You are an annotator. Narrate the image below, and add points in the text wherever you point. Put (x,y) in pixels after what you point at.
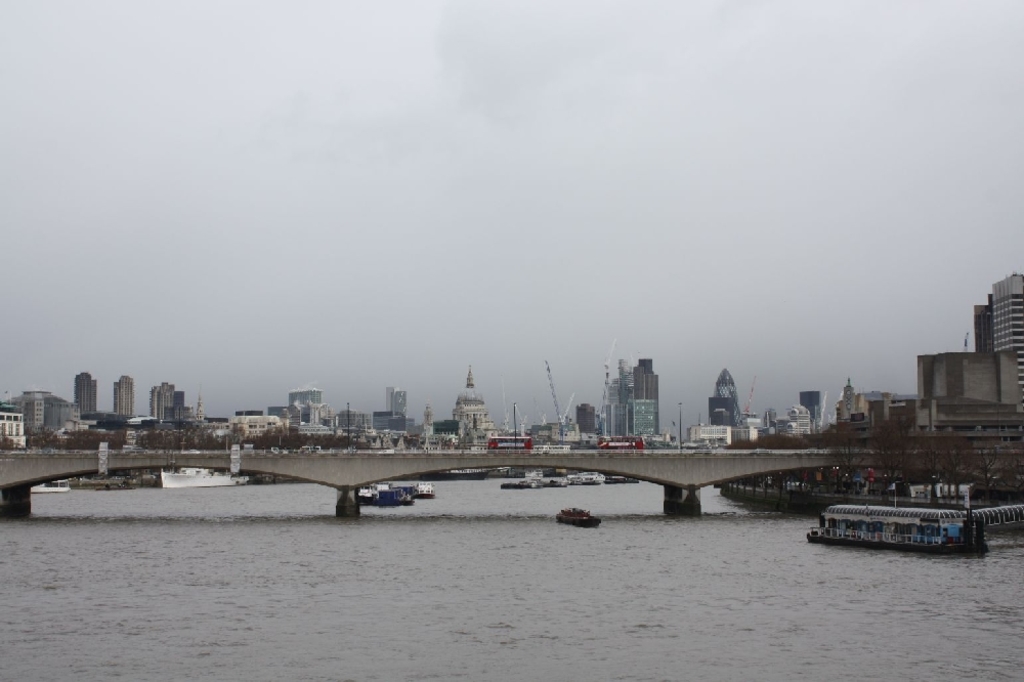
In the image in the center (513,455) we can see water (296,564), boats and bridge (308,475). On the bridge (295,449), we can see few vehicles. In the background (369,238) we can see the sky (775,214), clouds (700,113) and buildings (958,357).
